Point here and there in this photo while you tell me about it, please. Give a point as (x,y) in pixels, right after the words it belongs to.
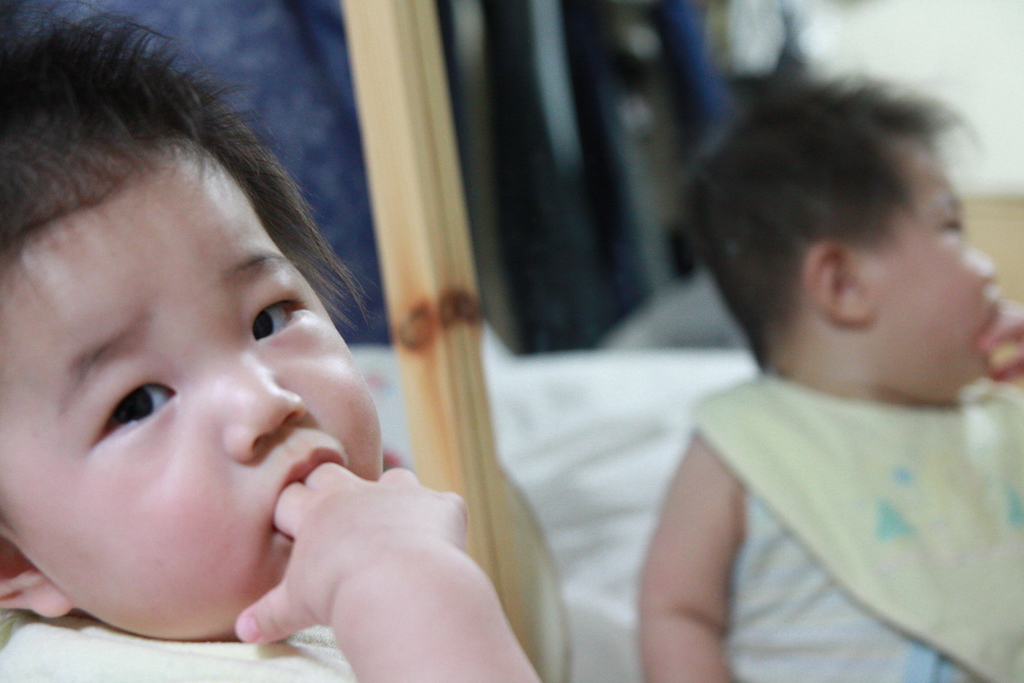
In this image in the foreground (155,420) there is one baby (147,488), and on the right side (761,442) there is a mirror (696,305). And in the mirror (779,319) there is a reflection (779,319) of the baby (789,356), and in the background (378,329) there are some objects (335,226).
